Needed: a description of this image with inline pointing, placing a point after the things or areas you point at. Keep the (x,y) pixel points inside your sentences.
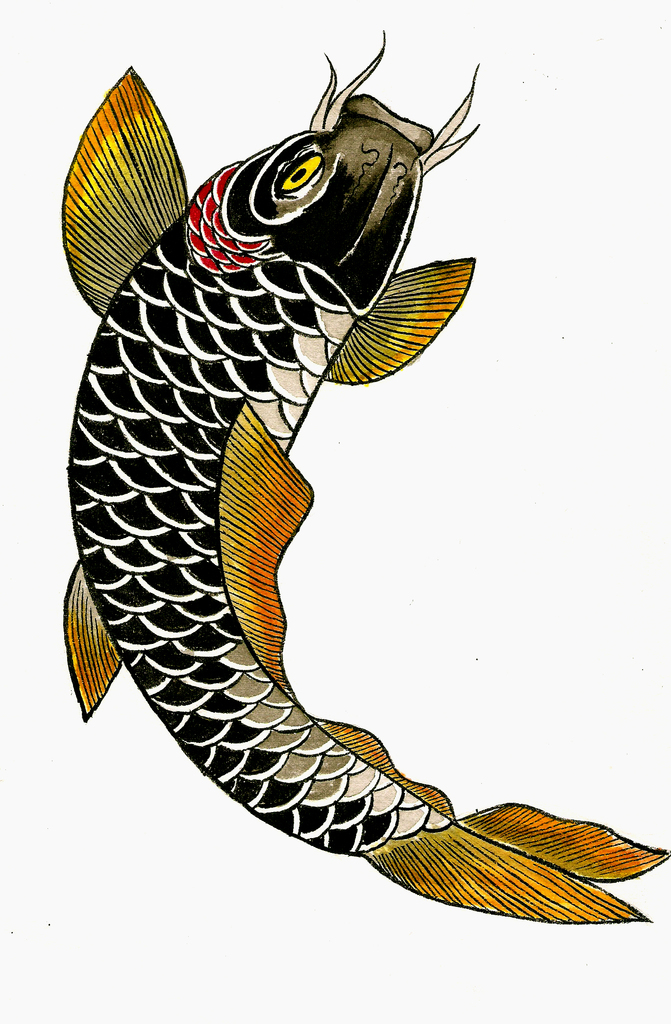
In this picture we can see a black color fish (328,843) with colorful fins (73,573).
